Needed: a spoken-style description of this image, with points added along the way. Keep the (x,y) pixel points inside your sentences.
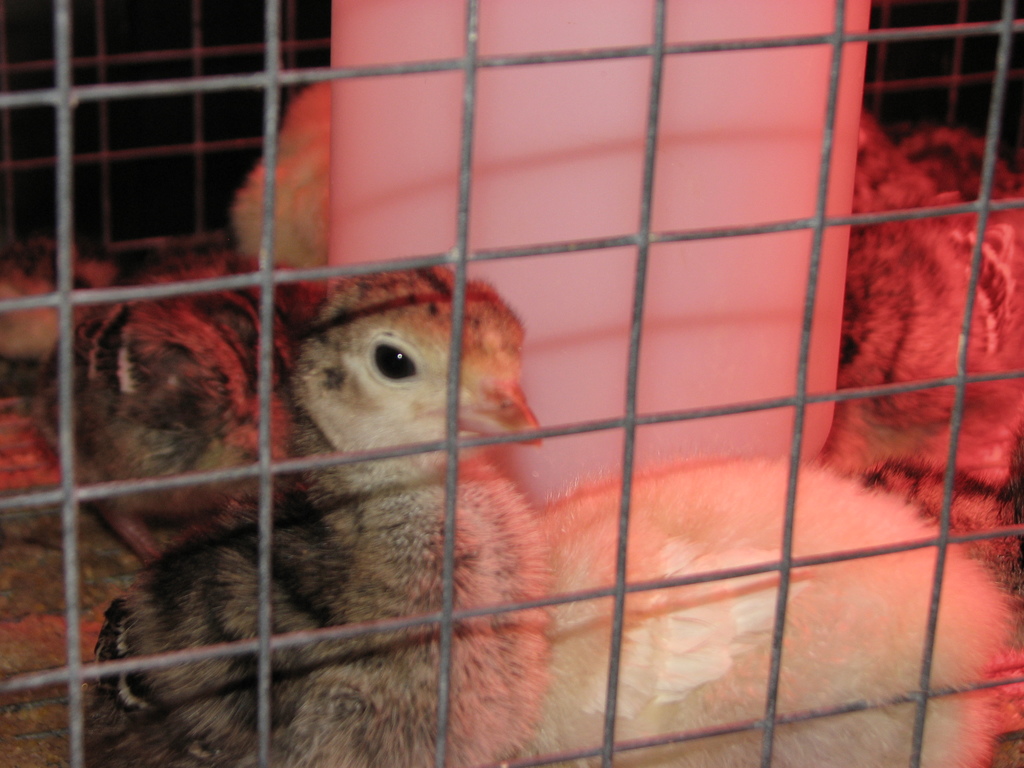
In this image I can see the metal cage (528,432) and in the cage (555,431) I can see few birds (395,502) which are brown, black and cream in color and the white colored object (719,162) in the cage (639,335). I can see the black colored background (963,90).
